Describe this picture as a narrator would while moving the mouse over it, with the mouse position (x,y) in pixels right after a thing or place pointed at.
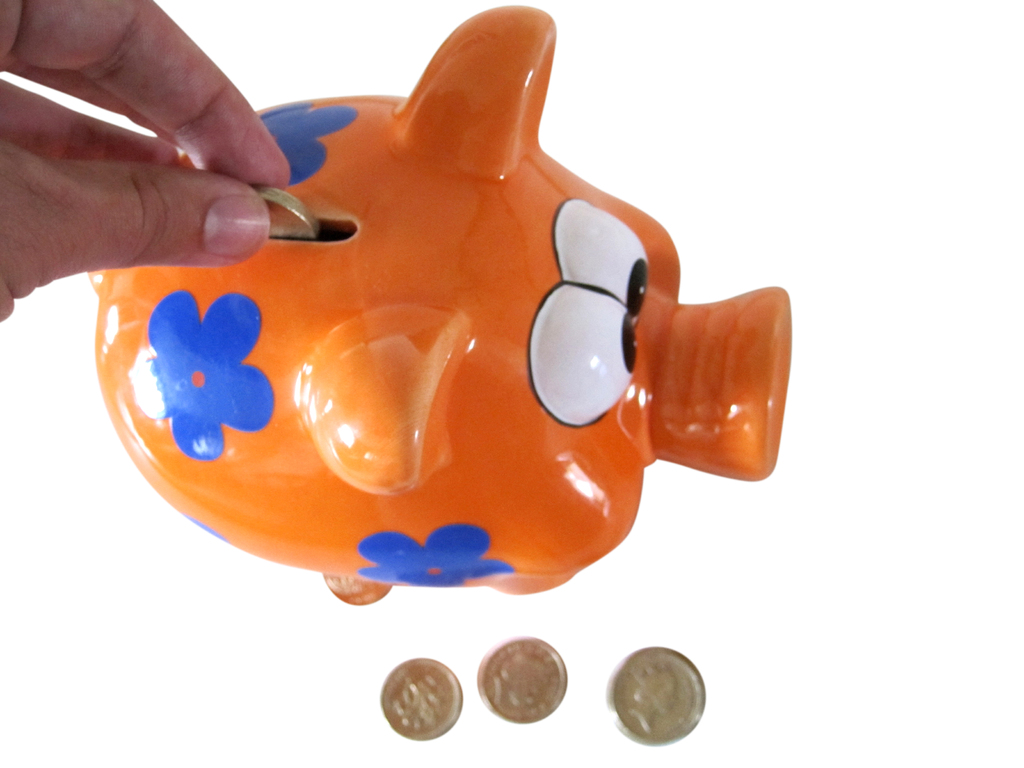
In this image I can see a piggy bank (390,325) and a person's hand (107,187) putting coins (286,213) into the piggy bank (318,253) and some coins (549,682) besides the piggy bank (357,348).
